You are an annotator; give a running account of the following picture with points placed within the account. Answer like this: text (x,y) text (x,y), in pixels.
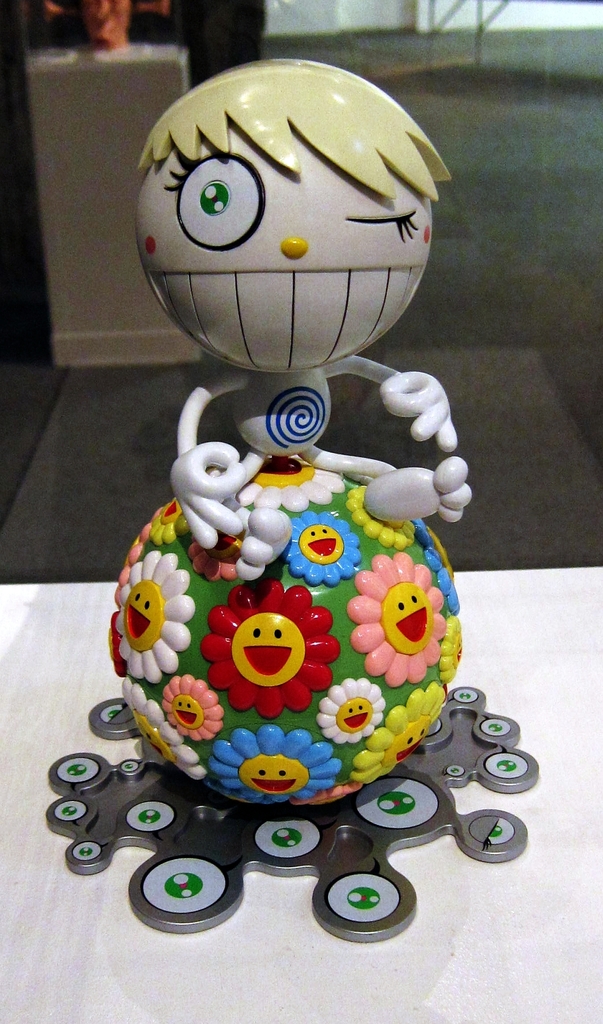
In the front of the image (275,149) I can see a toy (321,466) on the white surface (216,989). In the background of the image (66,87) it is blurry and there is an object (99,151).
